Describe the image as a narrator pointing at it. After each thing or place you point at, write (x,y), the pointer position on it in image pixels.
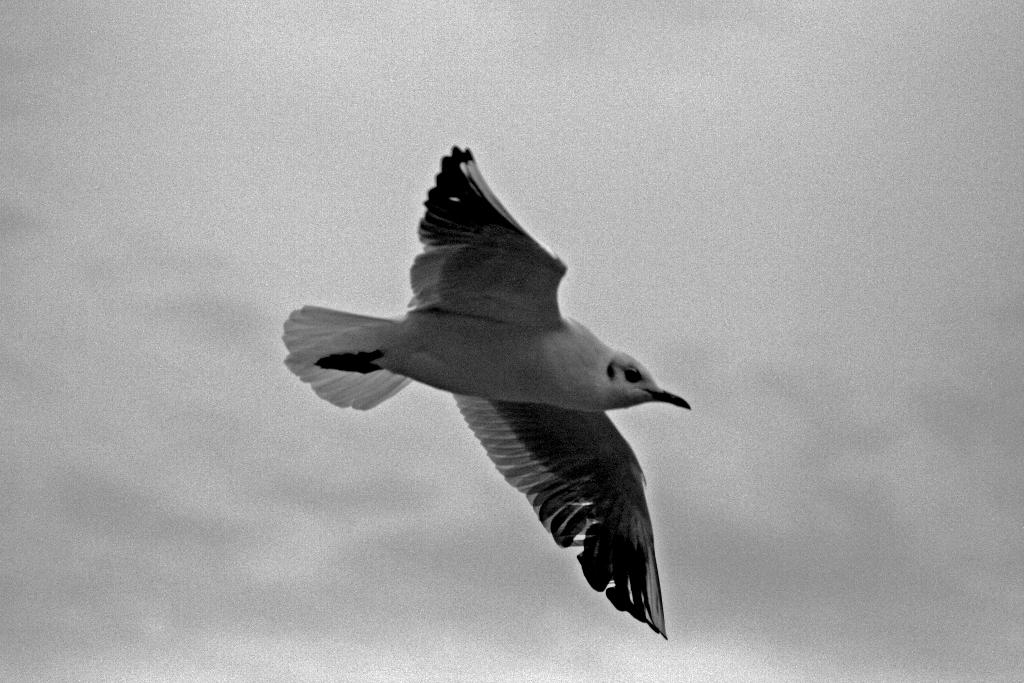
There is a bird (530,372) flying in the air (234,111). In the background (710,371) we can observe sky (392,65) with clouds (303,544).
